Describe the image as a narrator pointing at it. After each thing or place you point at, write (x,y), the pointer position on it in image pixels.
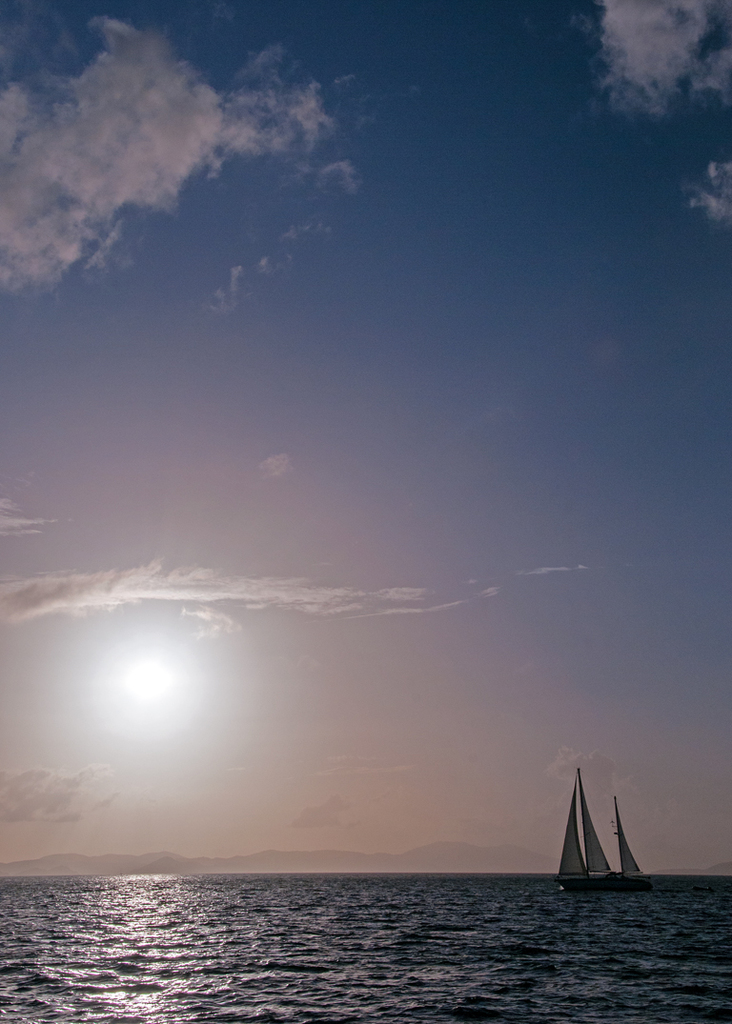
In this image we can see a sea (689,995). There are few hills (402,866) in the image. There is a slightly cloudy sky (177,691) in the image. There is a sun (157,676) in the image. There is a water craft (597,829) on the sea surface (690,983) in the image.
